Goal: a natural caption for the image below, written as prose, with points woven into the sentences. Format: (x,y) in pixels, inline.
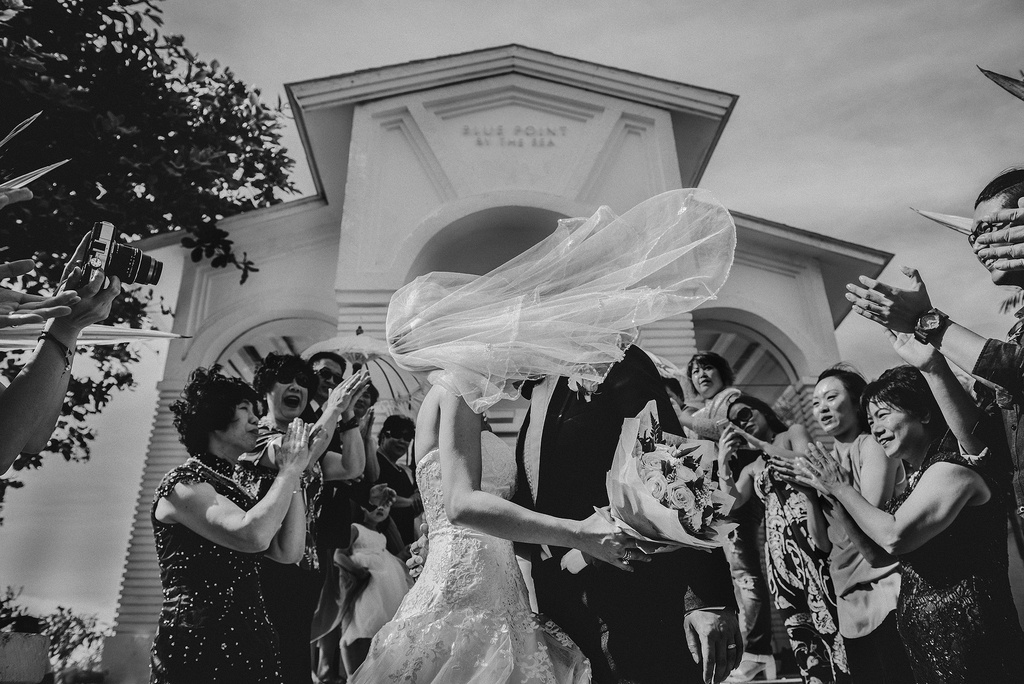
In this image there are people (571,501). In the center (555,431) we can see a bride (523,596) and a bridegroom (590,612). In the background (393,226) there is a building (451,216). On the left (29,417) we can see a person's hand (38,402) holding a camera (107,264). At the top (906,18) there is sky (477,34). We can see a tree (160,160). There is a bouquet (672,485).
